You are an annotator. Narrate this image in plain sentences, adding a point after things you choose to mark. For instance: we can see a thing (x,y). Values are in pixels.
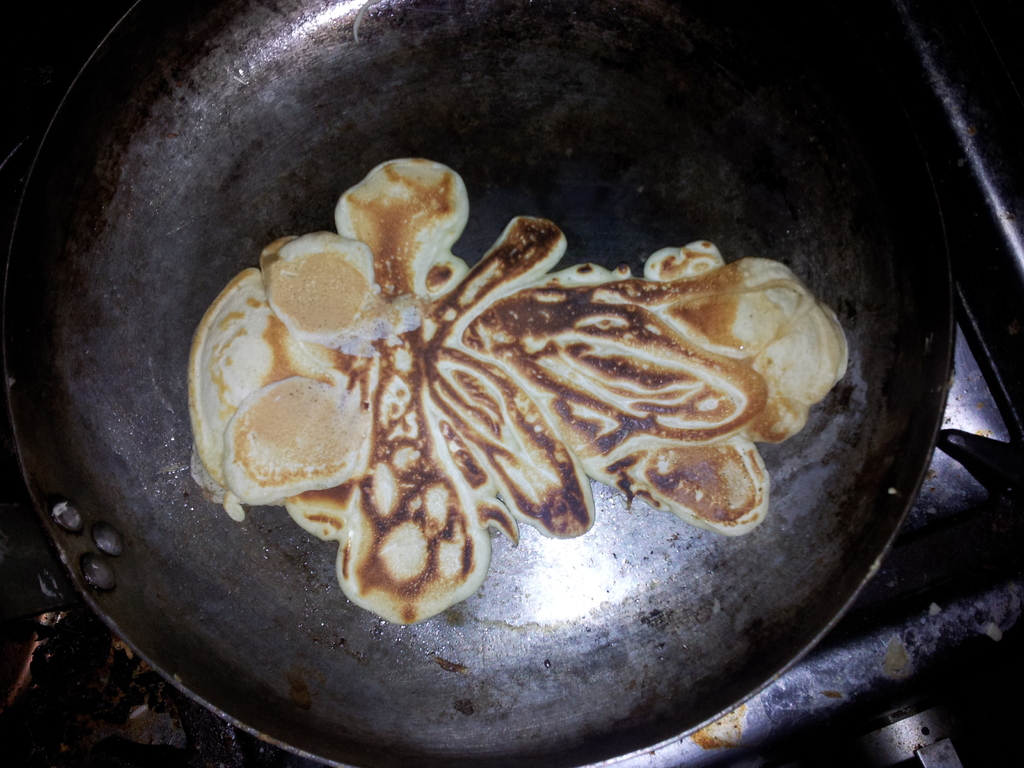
In this picture I can observe some food (457,362) in the black color pan (298,132). The food (705,510) is in brown and cream color.
